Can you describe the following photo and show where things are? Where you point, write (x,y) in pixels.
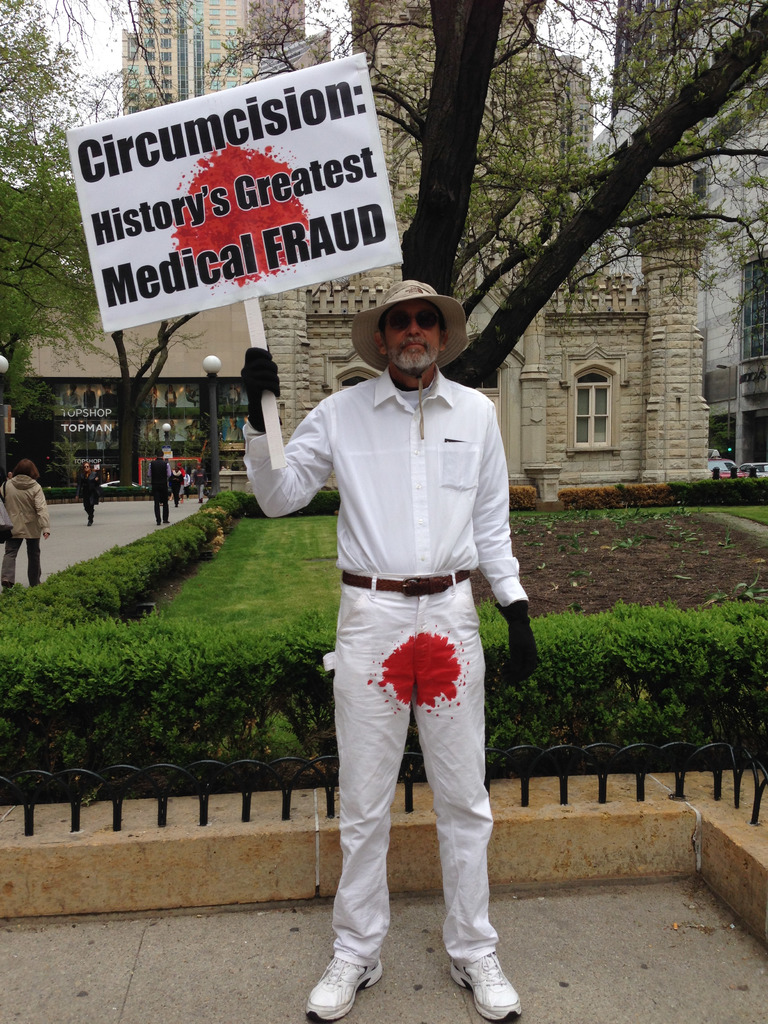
As we can see in the image there are plants (649,732), grass (239,565), few people (194,475) here and there, buildings (201,18), sky (565,17), clouds (553,10), banner (190,216) and in the front (471,767) there is a person (482,716) wearing white color dress (436,733).
